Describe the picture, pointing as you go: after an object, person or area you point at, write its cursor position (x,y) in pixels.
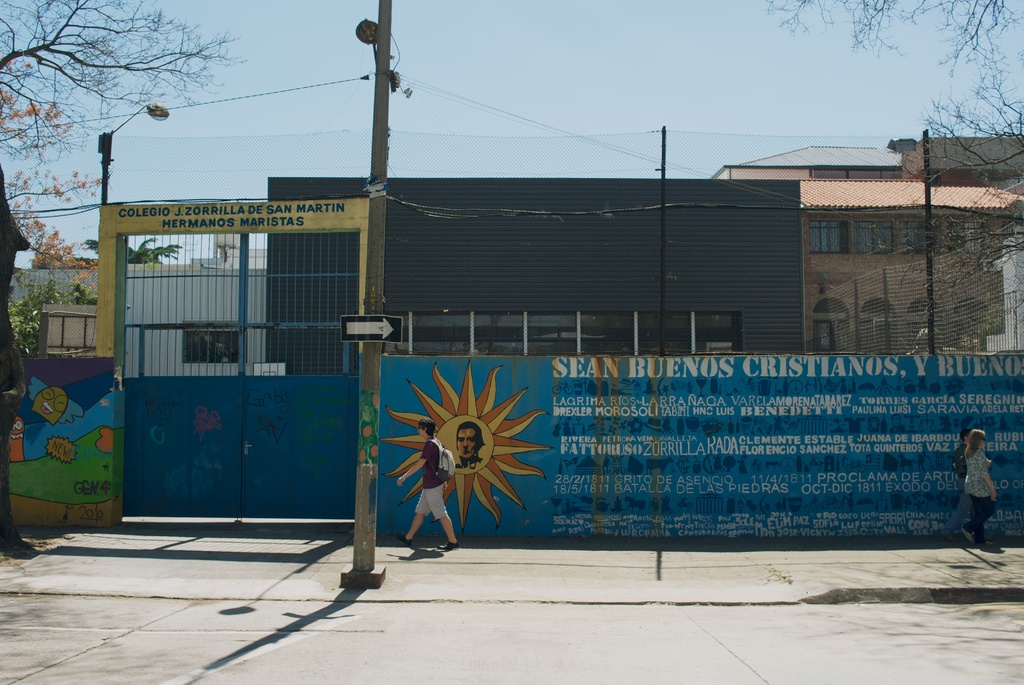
In this image I can see the road (605,621). To the side of the road (624,608) there are few people (400,479) walking and I can see the blue color door (263,470). To the side there is a wall (526,465) and it is colorful. In the background (448,276) I can see the buildings (669,268), trees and the sky (725,62).
